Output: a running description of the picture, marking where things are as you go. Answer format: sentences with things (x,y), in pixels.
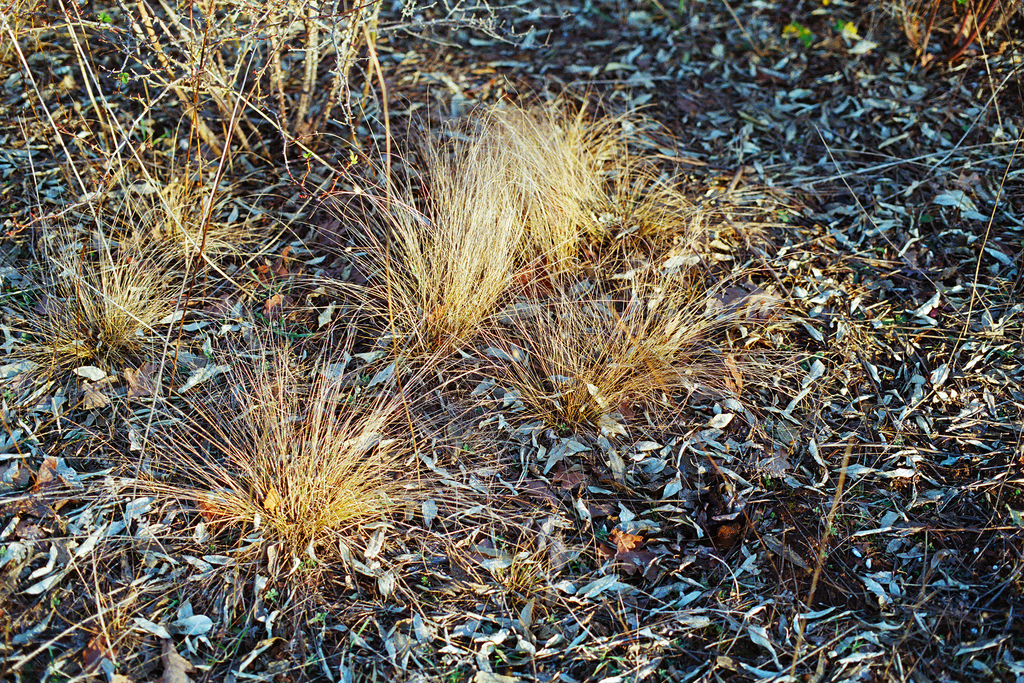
This image is taken outdoors. In this image there is a ground (582,500) with grass (695,271) on it and there are many dry leaves (706,473) on the ground (807,615). There are a few plants (263,16) with stems (232,91).
